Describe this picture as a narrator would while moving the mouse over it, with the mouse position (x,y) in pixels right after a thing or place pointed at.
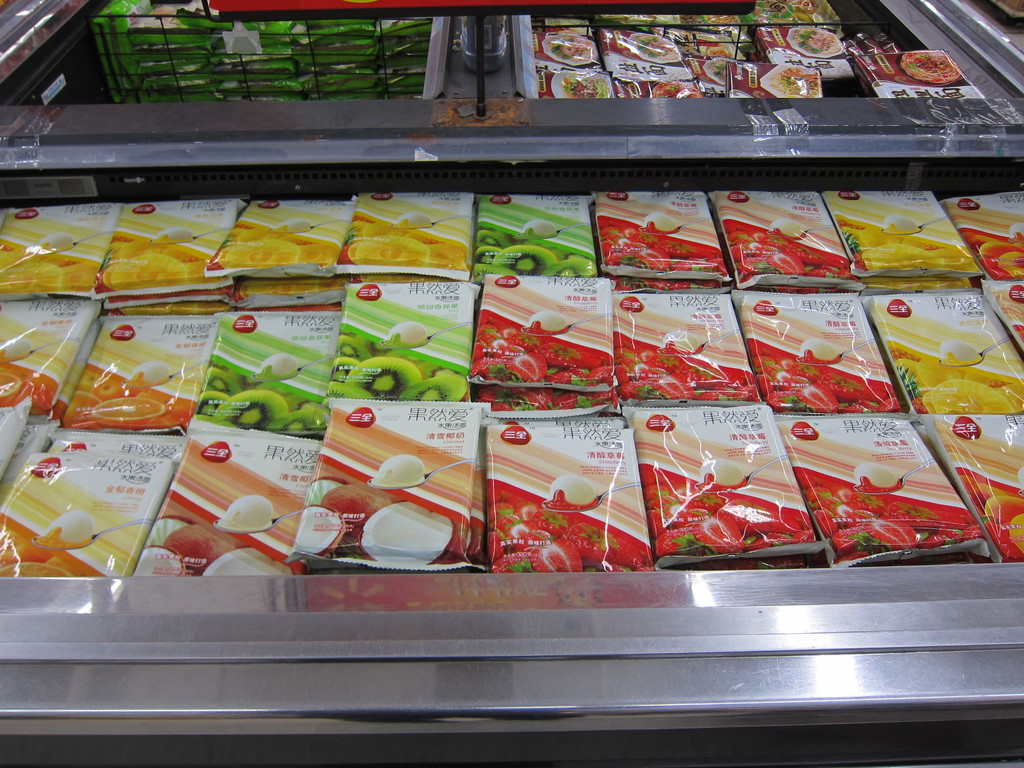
In the foreground of this image (199,461), there are packets (406,447) of food (511,469) and images (680,518) of fruits (384,265) on it. In the background (390,75), there are few more packs (681,49) in the baskets (632,54).
